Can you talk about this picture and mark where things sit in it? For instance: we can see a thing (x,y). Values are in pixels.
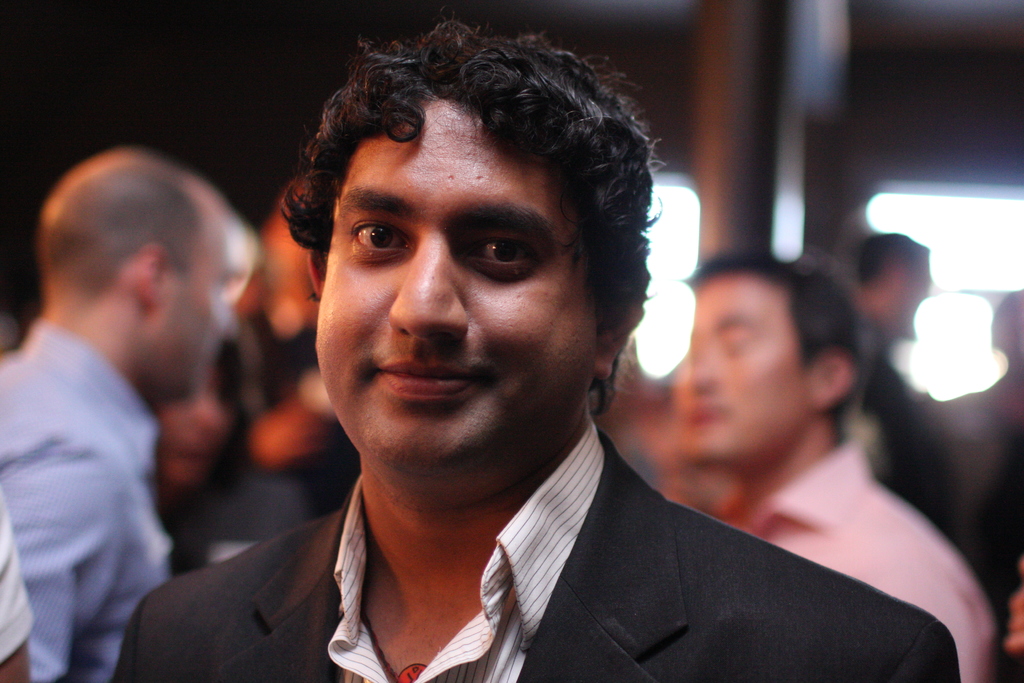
There is one person (518,530) standing and wearing a black color blazer (294,602) at the bottom of this image (485,535) and there are some other persons (226,276) standing in the background (758,436).
